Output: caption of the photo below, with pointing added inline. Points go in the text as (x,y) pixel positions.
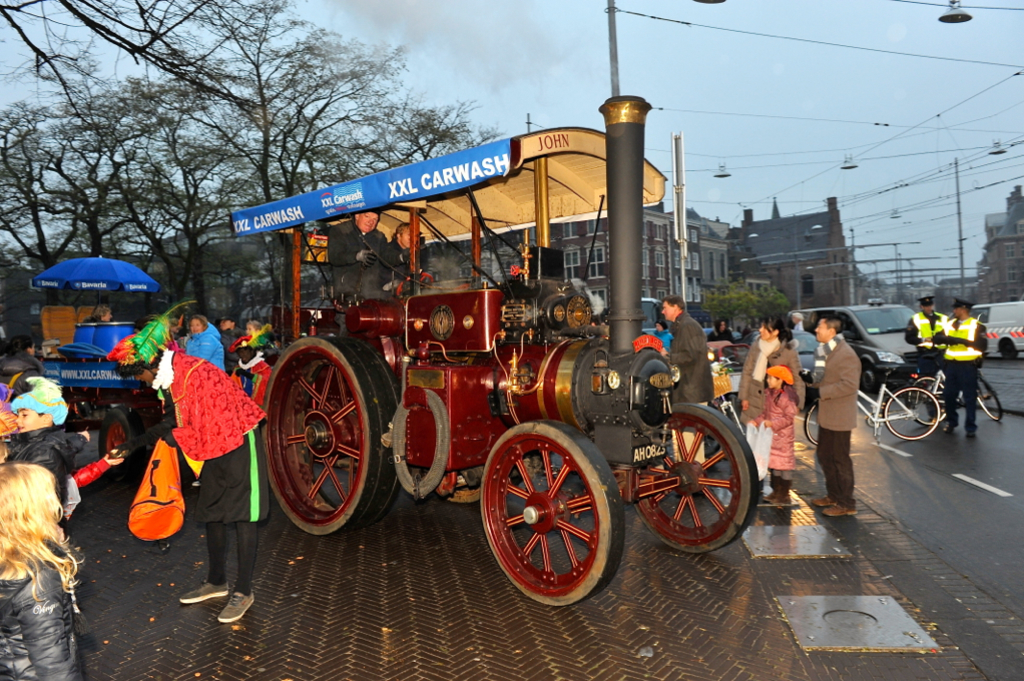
In the image there is a steam engine (374,441) and around that there are few people (818,355), on the right side (867,438) there is a road (962,547) and on the road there are some vehicles (886,337). in the background (655,218) there are buildings (689,216) and on the left side (284,236) there are trees (208,151), there are many poles (684,183) attached with wires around the road (907,496).
